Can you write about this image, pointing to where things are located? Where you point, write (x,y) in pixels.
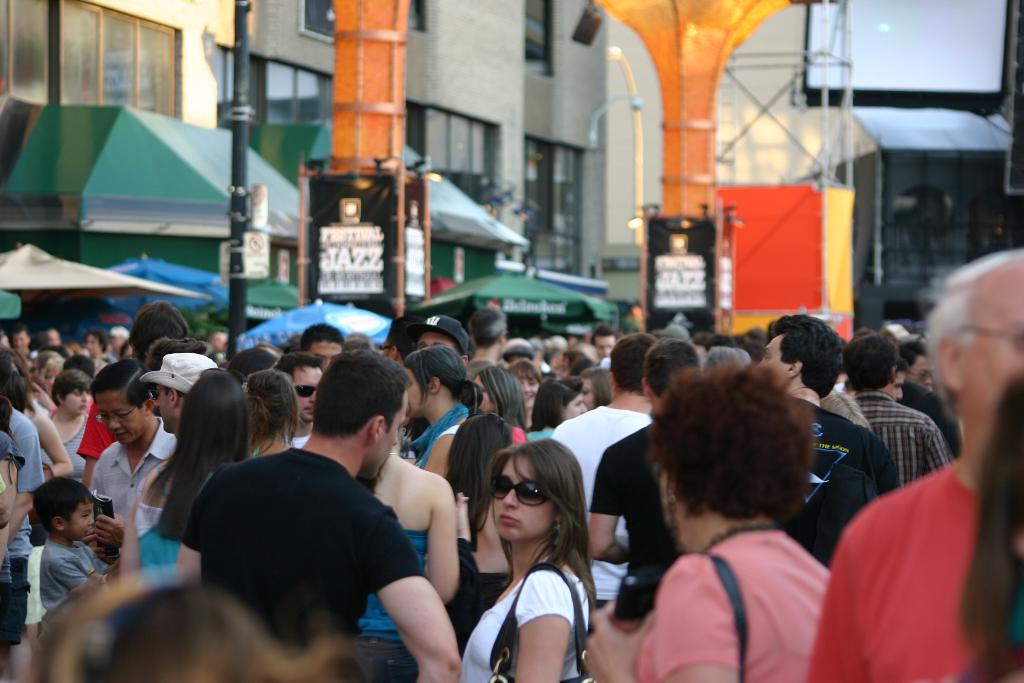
In this image we can see people (508,347) standing and we can also see buildings (604,198), orange color pillars (637,4), boards (386,203) and tents (375,319).
